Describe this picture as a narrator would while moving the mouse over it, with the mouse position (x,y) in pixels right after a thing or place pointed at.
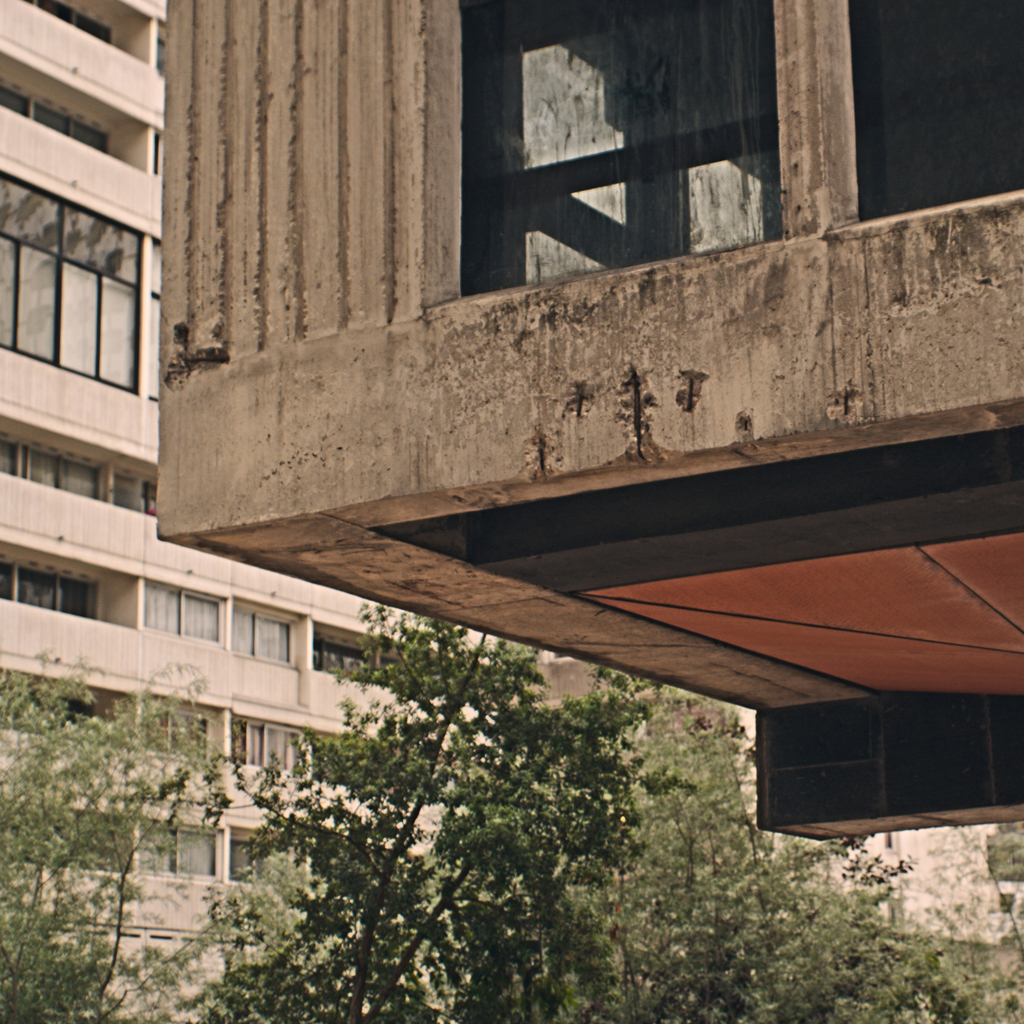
In this picture, we can see a few buildings (261,657) with glass windows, trees (697,846).
